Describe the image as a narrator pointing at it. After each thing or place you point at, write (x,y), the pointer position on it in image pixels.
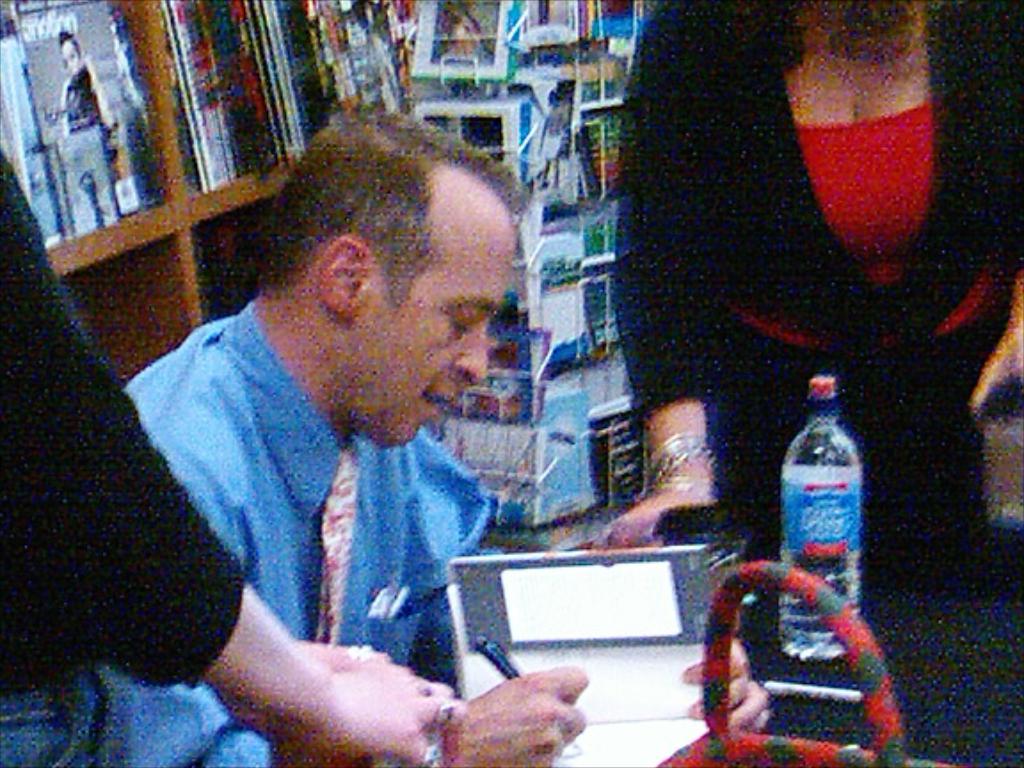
In this image i can see a person (362,437) sitting and holding a pen (510,664) and book (622,662) in his hands (562,685), and to the right side of the image (857,260) i can see another woman (861,209) standing, and on the table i can see a water bottle (821,414). In the background (219,133) i can see a bookshelf (180,160) with books (216,58) in it.
